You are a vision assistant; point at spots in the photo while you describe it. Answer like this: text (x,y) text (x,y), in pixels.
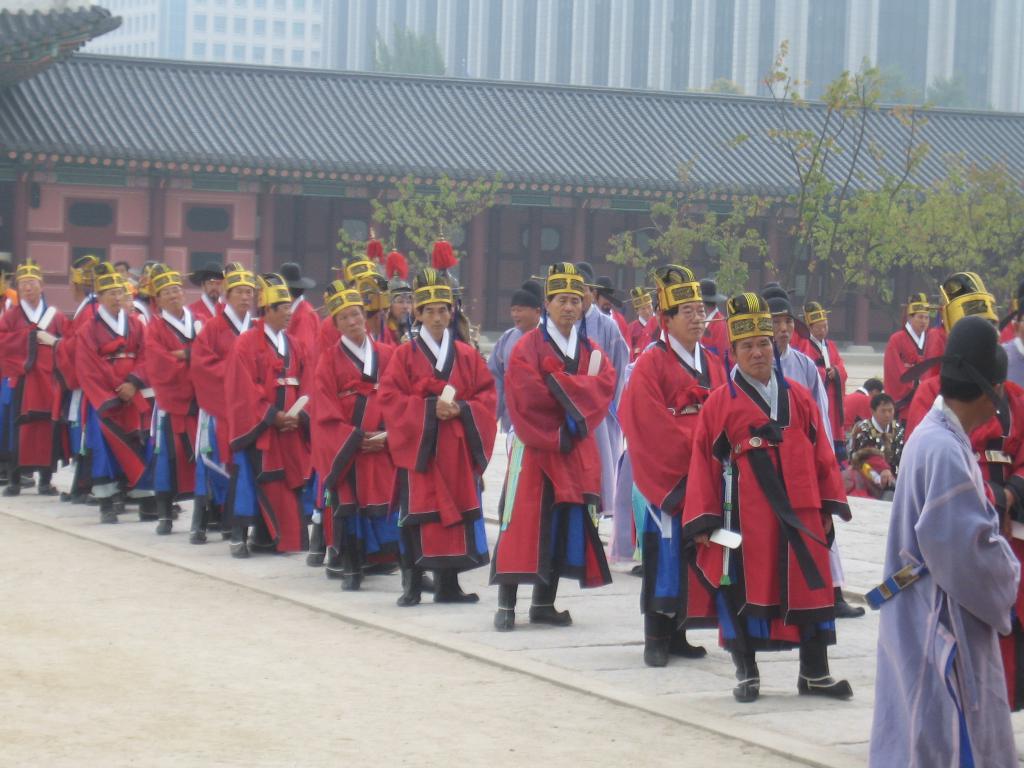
In this picture there are group of people (624,421) standing and there are two people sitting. At the back (994,282) there are buildings (598,137) and trees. At the bottom (405,658) there is a road (411,659).
